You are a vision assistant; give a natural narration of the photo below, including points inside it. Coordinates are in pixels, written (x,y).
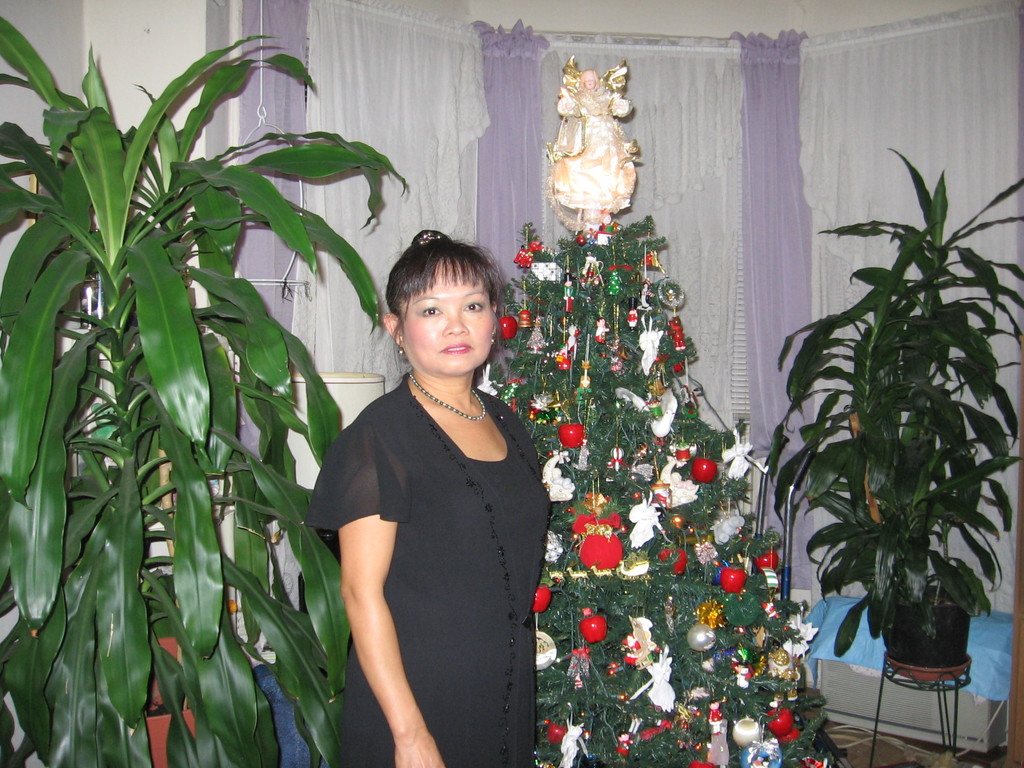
In this image there is a woman (450,536) in the middle (485,440) who is wearing the black dress (422,578). In the background (157,314) there are plants (950,408) on either side of her. Beside her there is a Christmas tree (670,515) to which there are decorative items (592,562) all over the tree (614,440). In the background (466,140) there are curtains (441,94).
